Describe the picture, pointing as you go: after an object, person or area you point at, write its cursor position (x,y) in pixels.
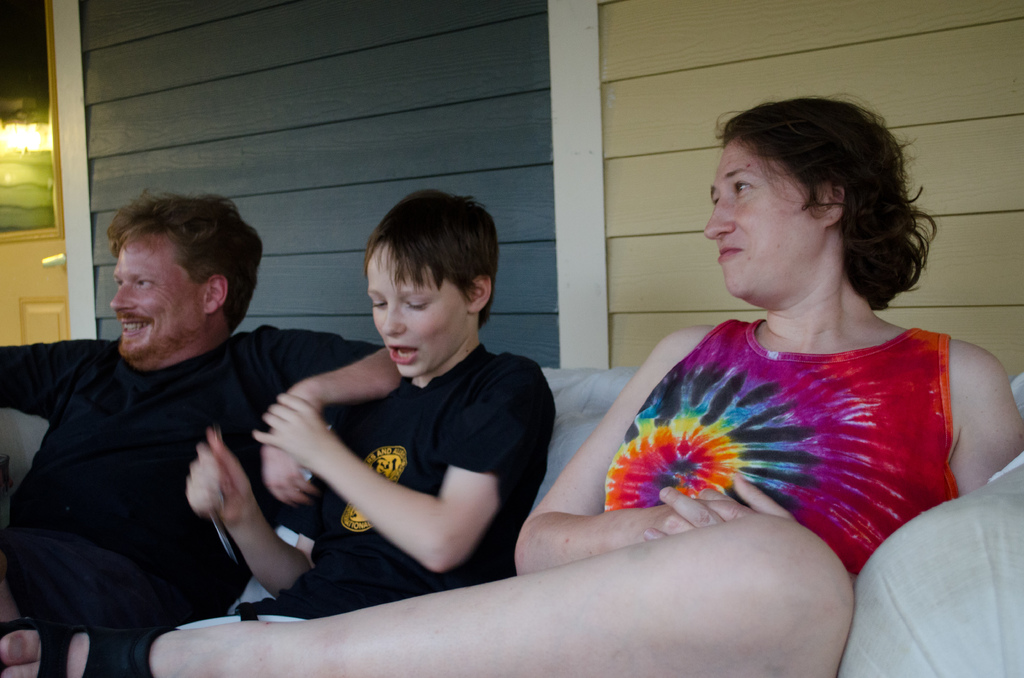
In this image I can see on the right side (771,593) there is a woman (829,585) sitting on the sofa (867,596), beside her two persons (337,382) are sitting and laughing, they wore black color t-shirts (258,469).
